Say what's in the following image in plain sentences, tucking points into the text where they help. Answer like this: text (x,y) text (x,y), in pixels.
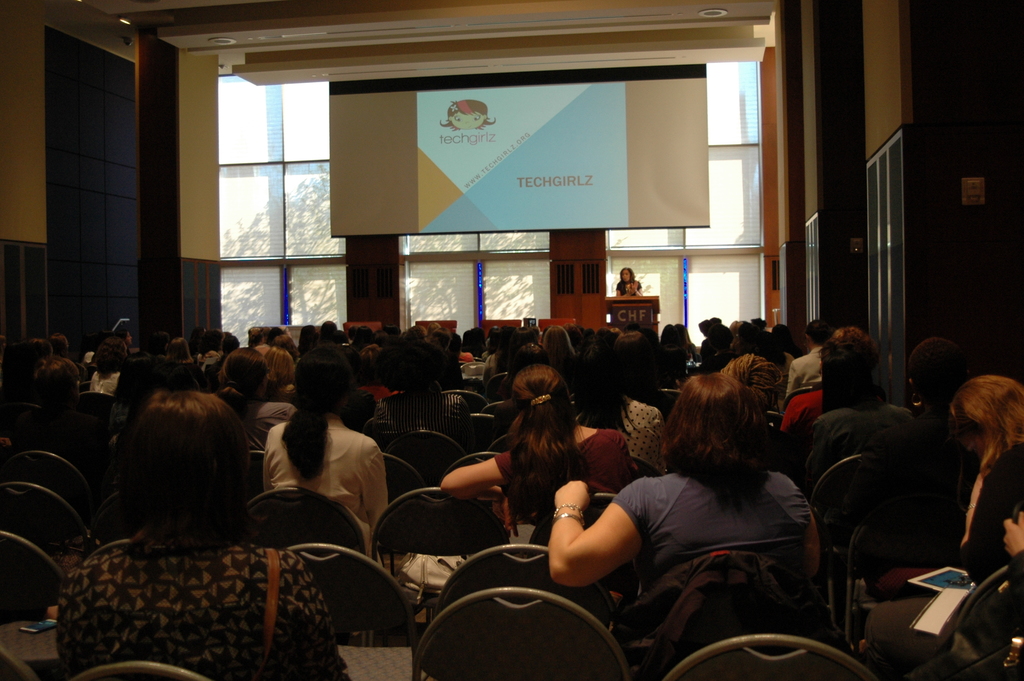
This picture describes about group of people (458,416), few are seated on the chairs (609,504), and a woman (631,287) is standing, in front of the podium (624,319), in the background (583,116) we can see a projector screen (567,193) and few trees (333,279).
